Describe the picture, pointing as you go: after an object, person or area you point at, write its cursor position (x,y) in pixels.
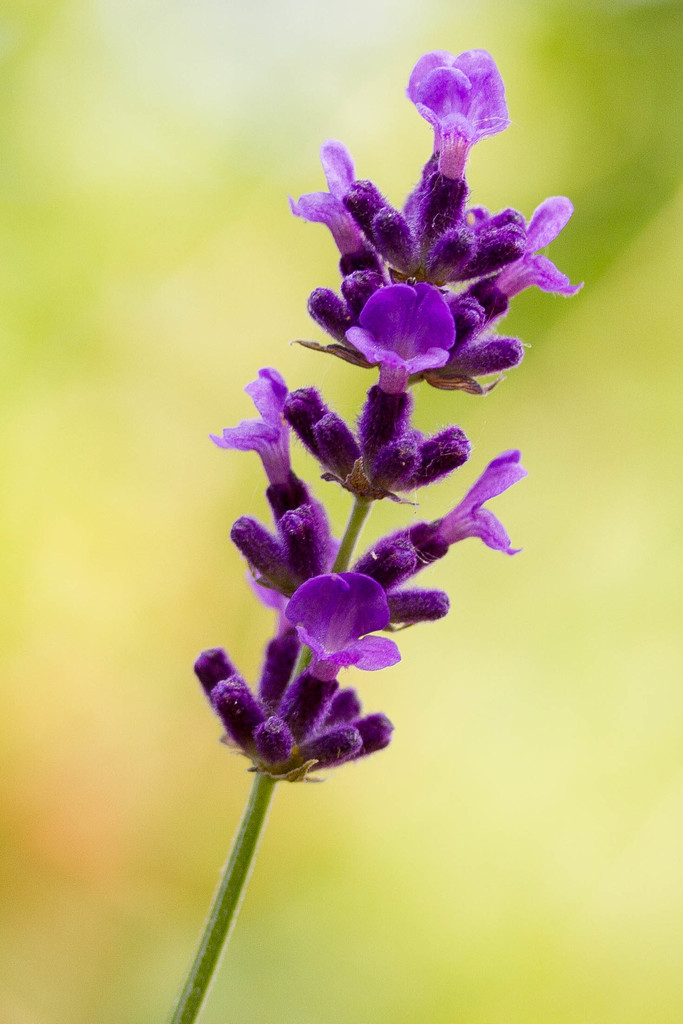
In this image we can see flowers (413,344) and buds (361,563) which are in purple color. At the bottom (232,909) there is a stem (229,875).
